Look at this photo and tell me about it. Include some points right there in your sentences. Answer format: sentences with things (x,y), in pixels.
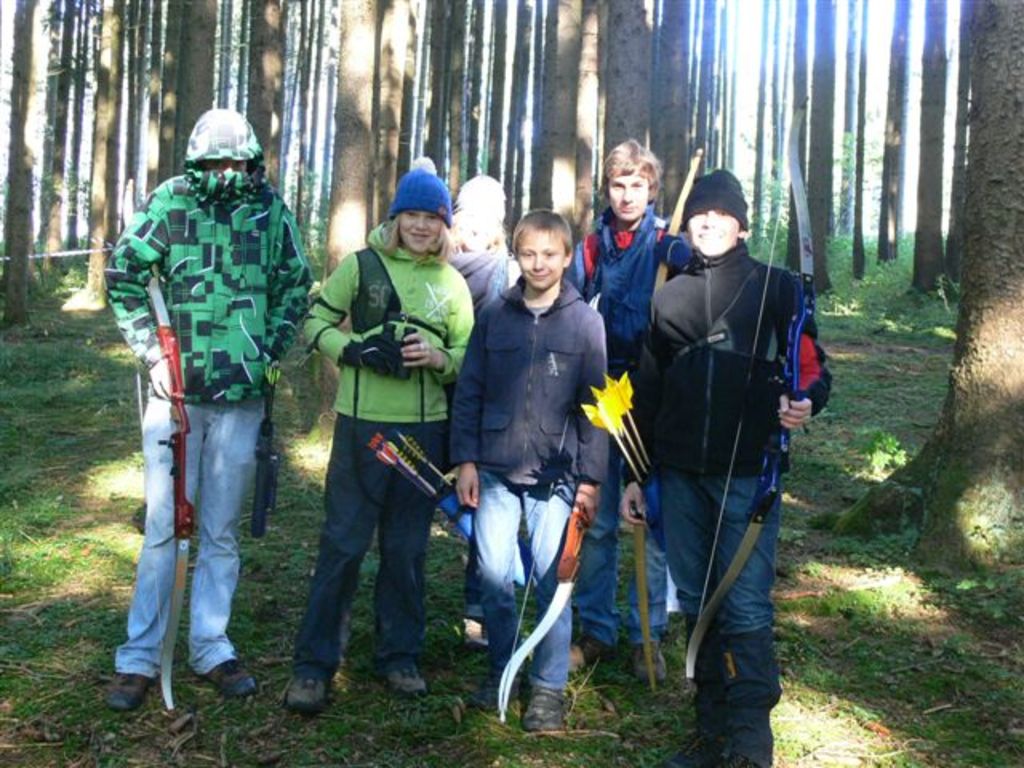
In the center of the image (362,405) we can see people (528,377) standing. There are bows (789,390) and arrows (603,415). In the background (555,125) there are trees (987,186). At the bottom (347,725) there is grass (278,735).
